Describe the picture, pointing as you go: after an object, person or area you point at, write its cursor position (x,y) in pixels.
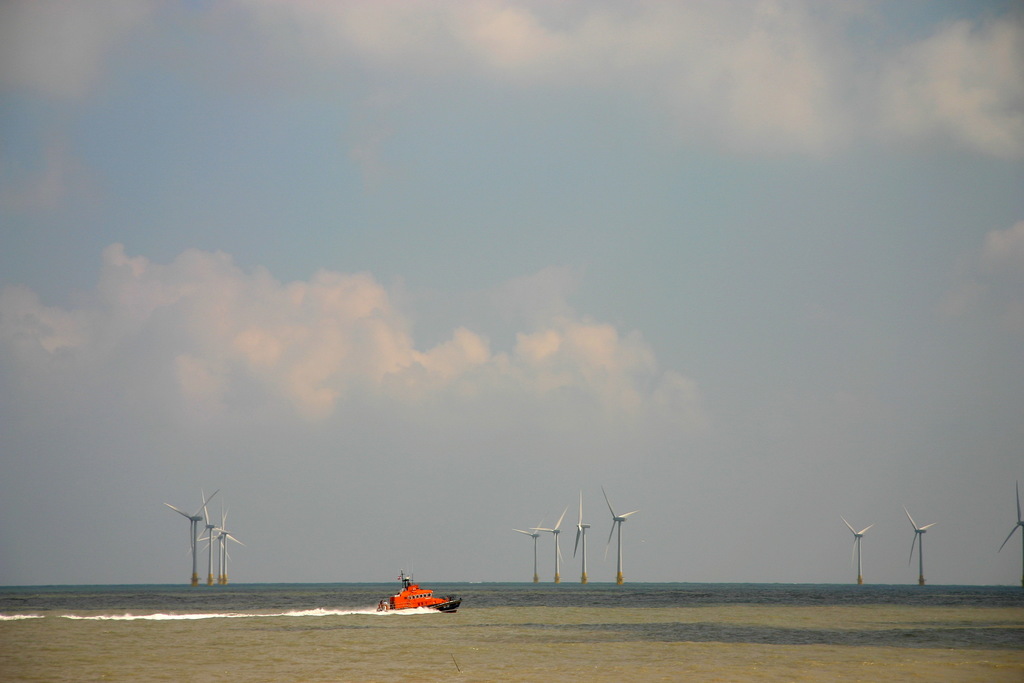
In this image I can see the water (578,629), a boat (408,595) which is orange and black in color on the surface of the water (452,595). I can see few windmills (223,531) which are white in color. In the background (775,339) I can see the sky (676,322).
